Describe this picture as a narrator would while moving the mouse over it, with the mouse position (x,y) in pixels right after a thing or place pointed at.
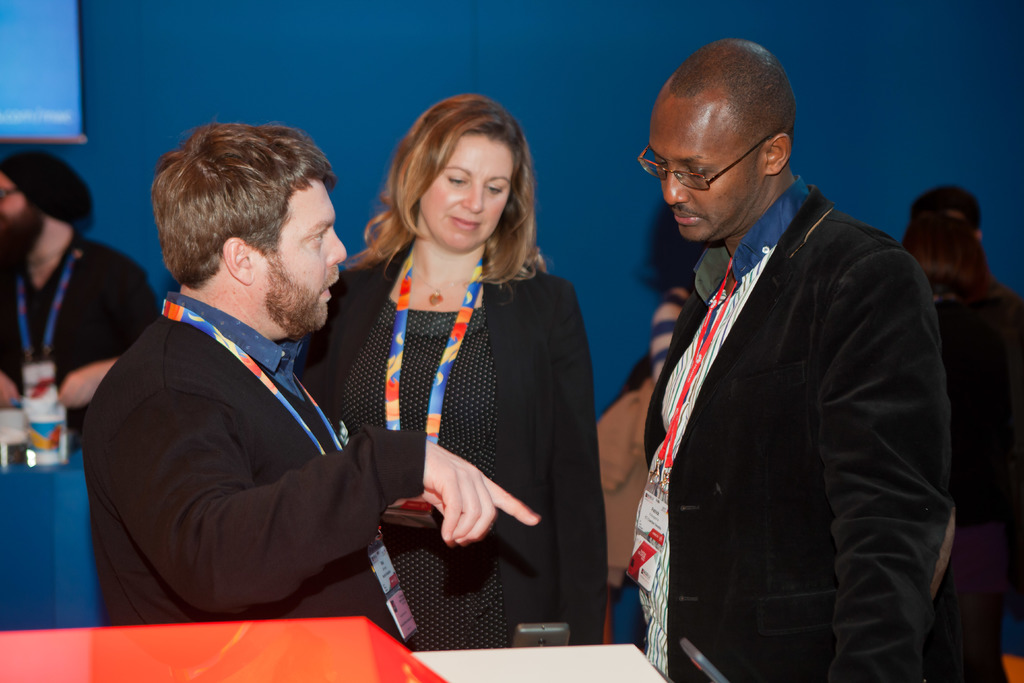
In this picture we can observe three members (470,331). Two of them are men (774,249) and the other is woman (444,366) wearing coat (557,342). All of them are wearing tags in their necks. In the background (63,239) there are some people (63,239). We can observe a blue color wall (381,63). On the left side (47,79) there is a projector display screen (27,78).
